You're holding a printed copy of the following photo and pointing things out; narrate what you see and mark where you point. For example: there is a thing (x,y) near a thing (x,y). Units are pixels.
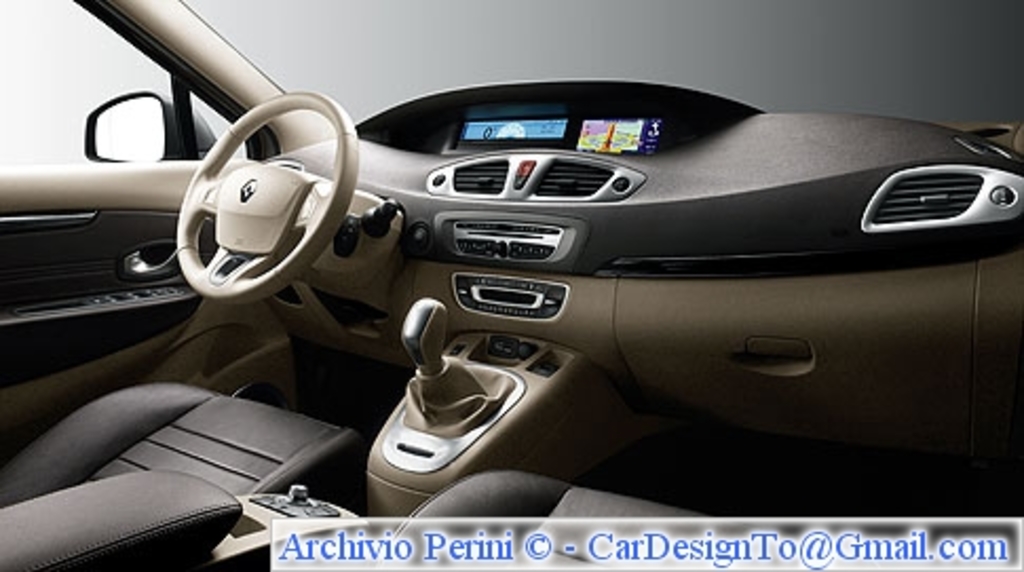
In this picture we can see the driver seat car parts (640,217) with a steering (248,168), a clutch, gear (432,387), music system (491,223), air vent (477,168), mirror (158,148), a windshield (802,12) etc.
